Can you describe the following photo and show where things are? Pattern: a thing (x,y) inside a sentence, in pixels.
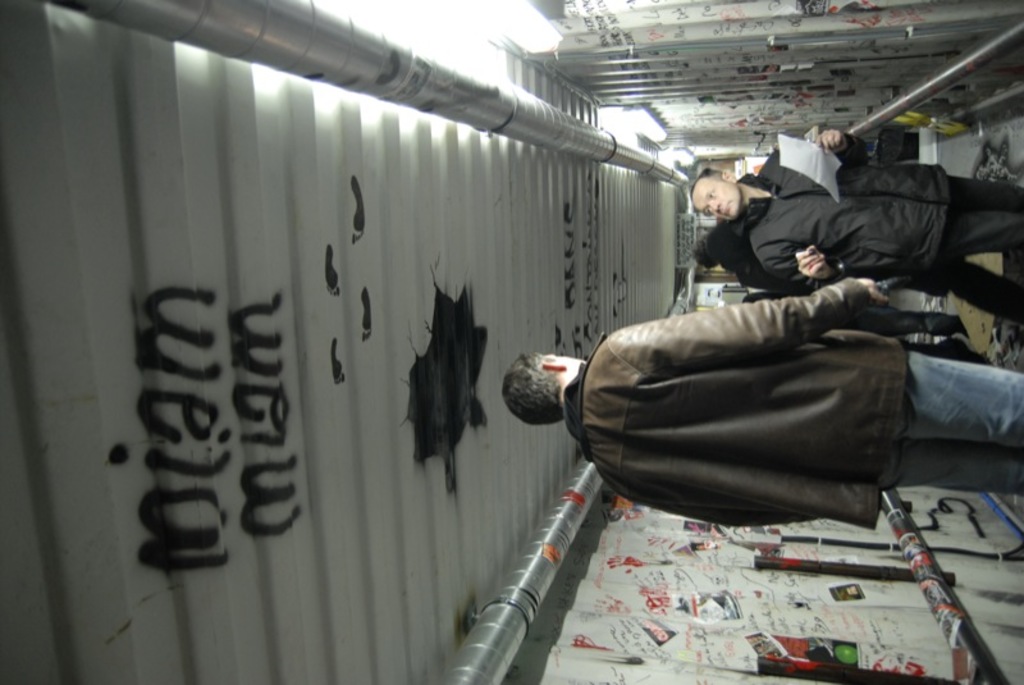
In this picture I can see group of people (746,322) standing, a person (761,188) holding a paper (832,170), there are some scribbling (749,70) and papers (761,640) on the walls (734,78), there are lights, pipes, iron rods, and there are some words (256,326) on the roof (493,390).
